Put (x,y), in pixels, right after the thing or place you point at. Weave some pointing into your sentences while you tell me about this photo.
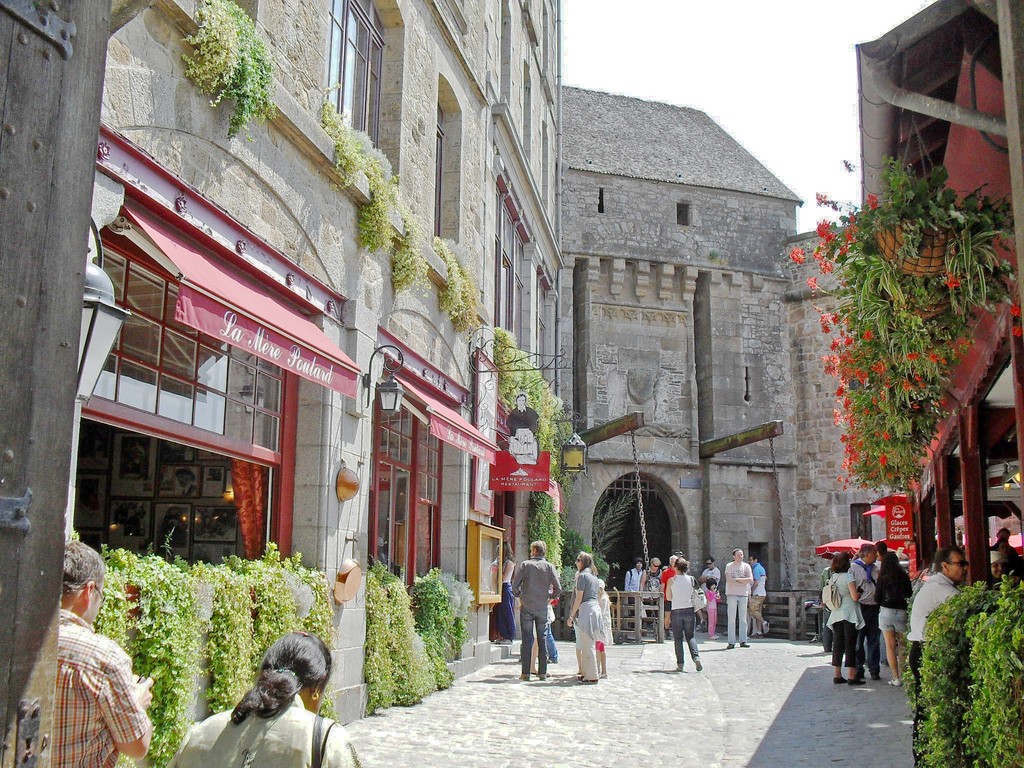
This image consists of buildings (730,352). At the bottom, there are many people (76,565) walking on the road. On the left (147,482) and right, we can see the shop (480,498). At the top (758,49), there is sky (741,87). And there are plants (272,607) near the building (349,659).
